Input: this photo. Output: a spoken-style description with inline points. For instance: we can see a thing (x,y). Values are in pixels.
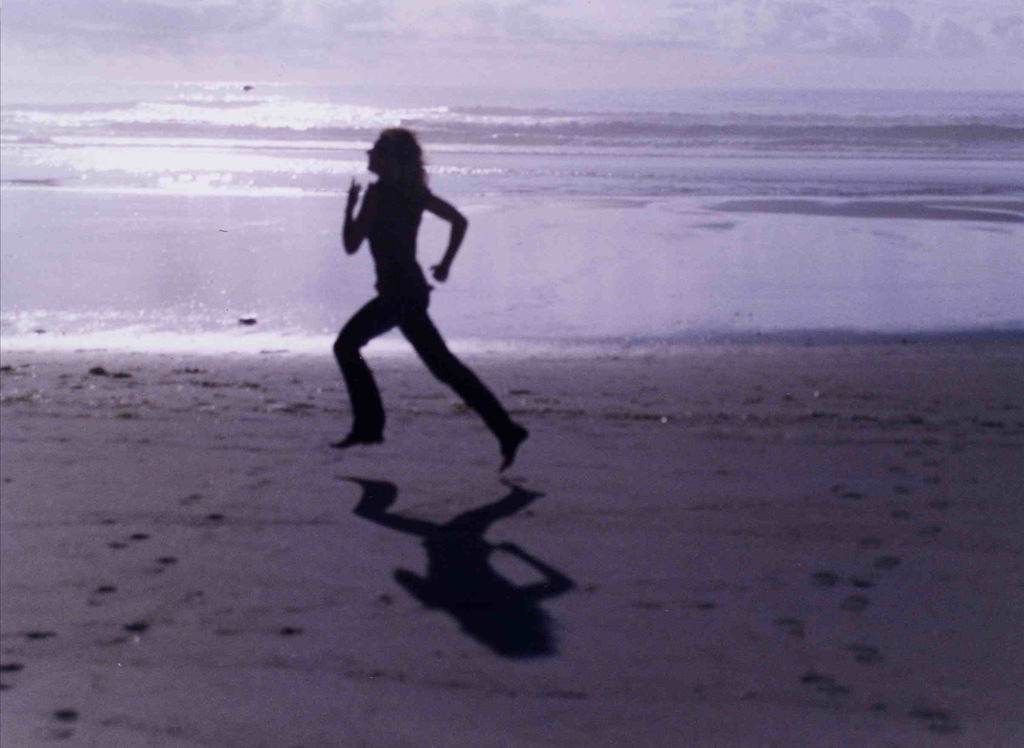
In this image we can see a woman (363,239) is running on the ground (379,381), there is the water (640,139).
